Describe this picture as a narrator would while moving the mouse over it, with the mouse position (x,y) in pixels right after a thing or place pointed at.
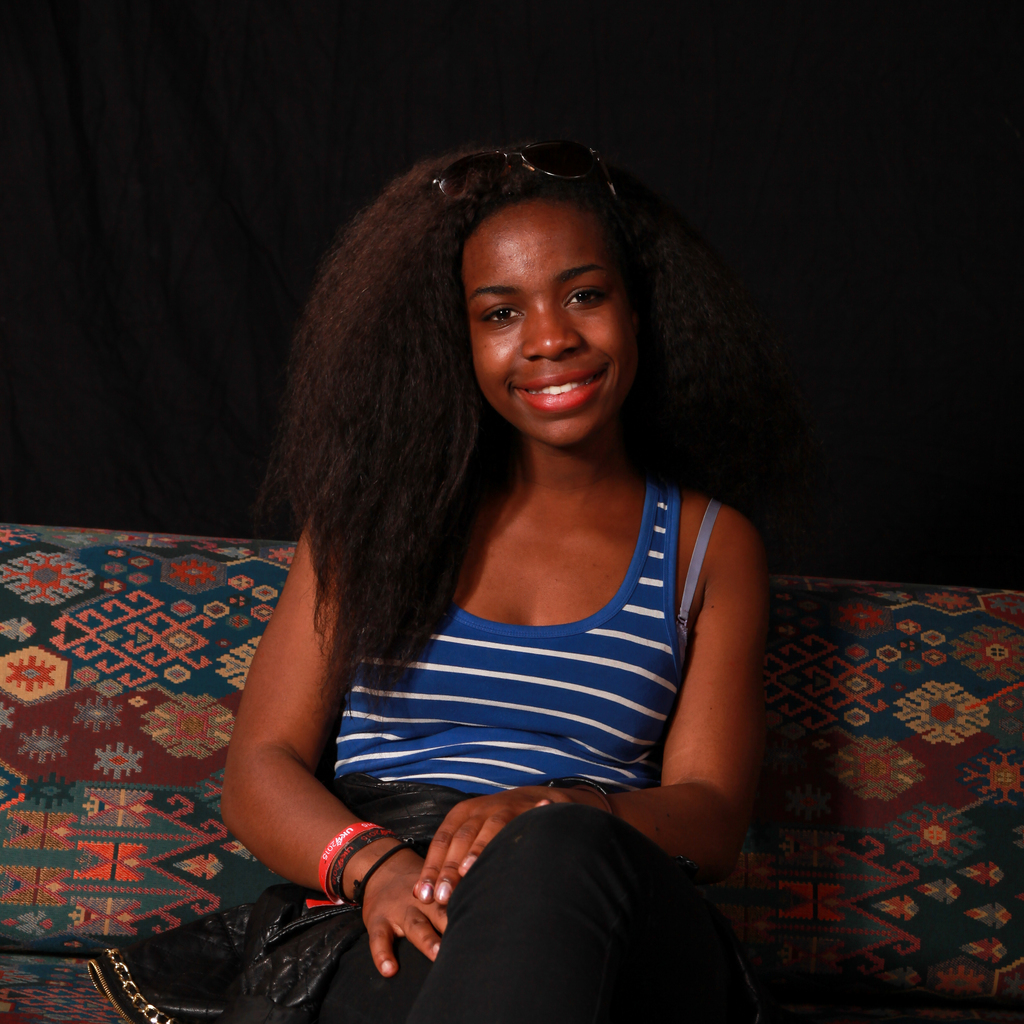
In this image, we can see a woman (510,999) sitting and she is smiling, there is a dark background (902,13).
